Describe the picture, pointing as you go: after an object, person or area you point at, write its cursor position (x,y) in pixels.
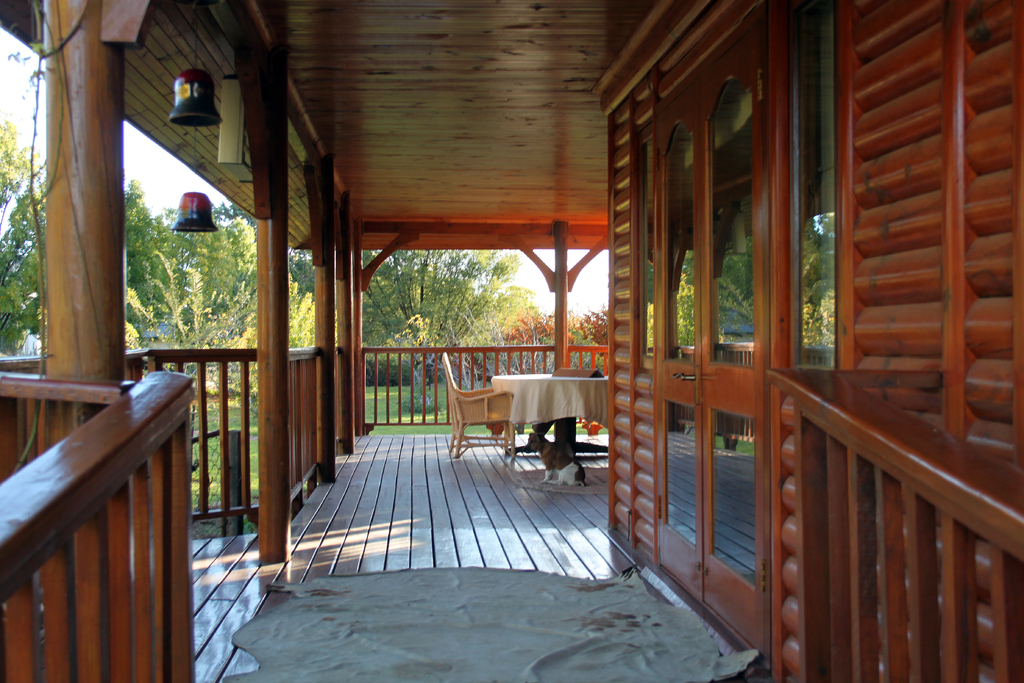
In this image there is a house (341,451), there is a door (705,320), a table (541,418), chair (479,395) visible beside the door (700,305), there are some trees (435,267), the sky (527,264) visible behind the house (344,330), there are some objects (204,111) hanging may be on roof (217,138) of the house (212,128).
